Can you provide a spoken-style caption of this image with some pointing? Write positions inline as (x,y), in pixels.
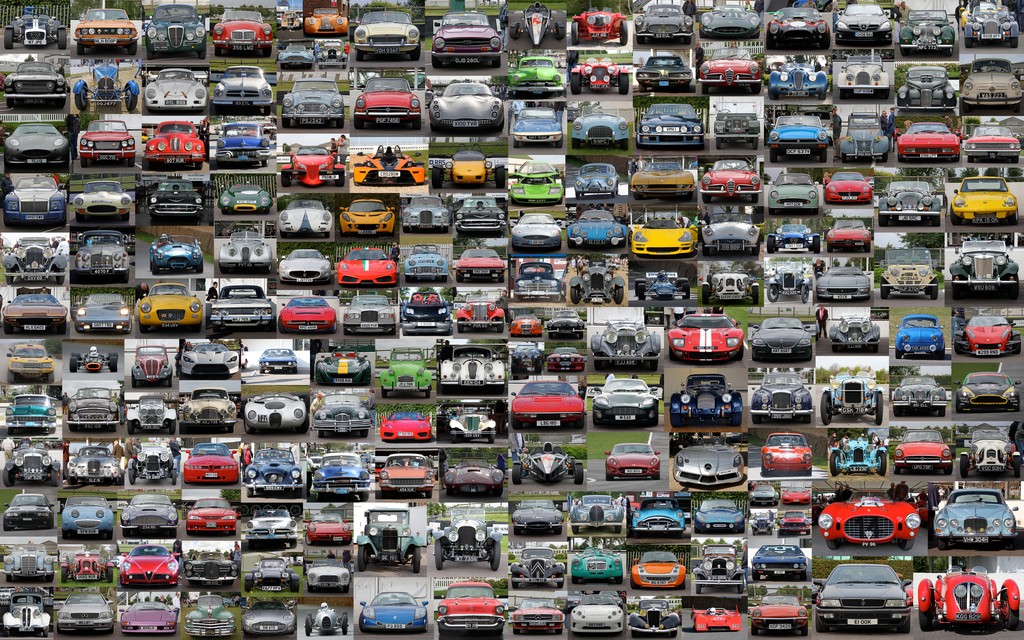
This image describes about collage of pictures, in this we can find many cars (492,225).
